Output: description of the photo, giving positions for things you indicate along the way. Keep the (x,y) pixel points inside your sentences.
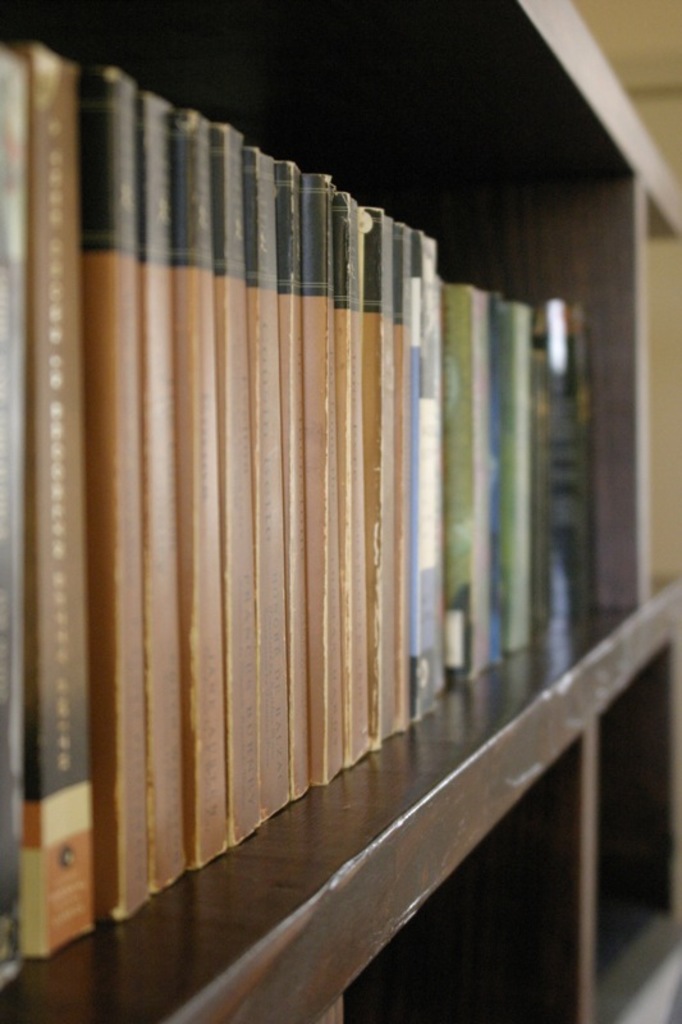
In the image there are many books (390,542) in the rack (609,494).
